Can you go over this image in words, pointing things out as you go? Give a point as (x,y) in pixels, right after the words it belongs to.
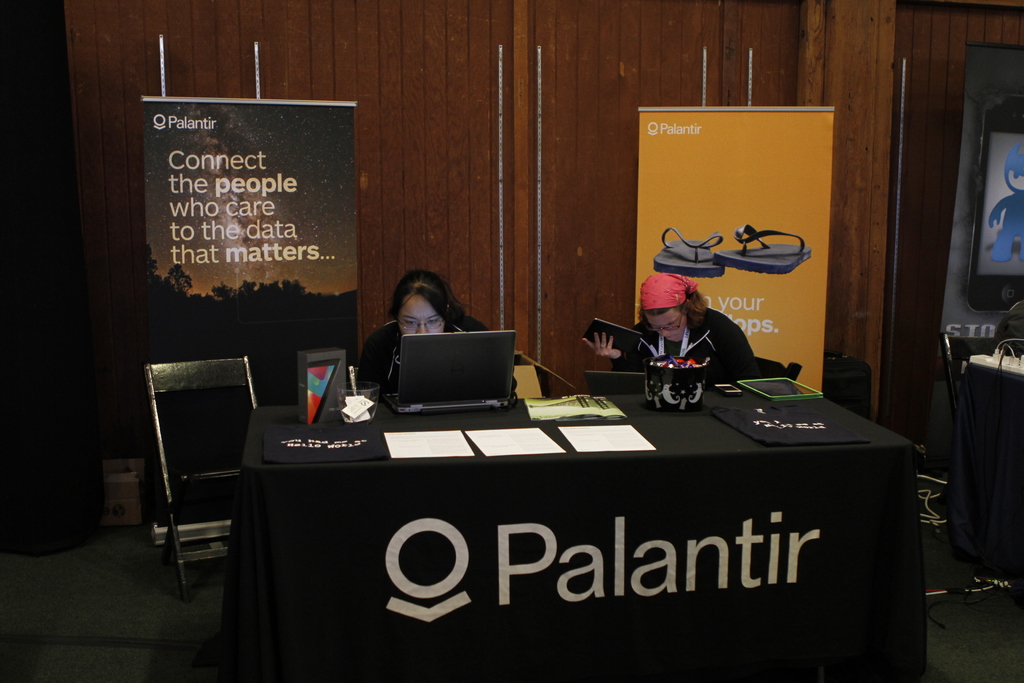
In this image I can see two persons (728,351) are sitting on the chairs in front of the table (501,421) on which a laptop (395,395), few papers (415,450) and few objects (565,410) are placed. In the background (746,208) I can see two boards (343,206). On the right side (1006,443) there is another table (997,425) which is covered with a black color cloth (983,508).
